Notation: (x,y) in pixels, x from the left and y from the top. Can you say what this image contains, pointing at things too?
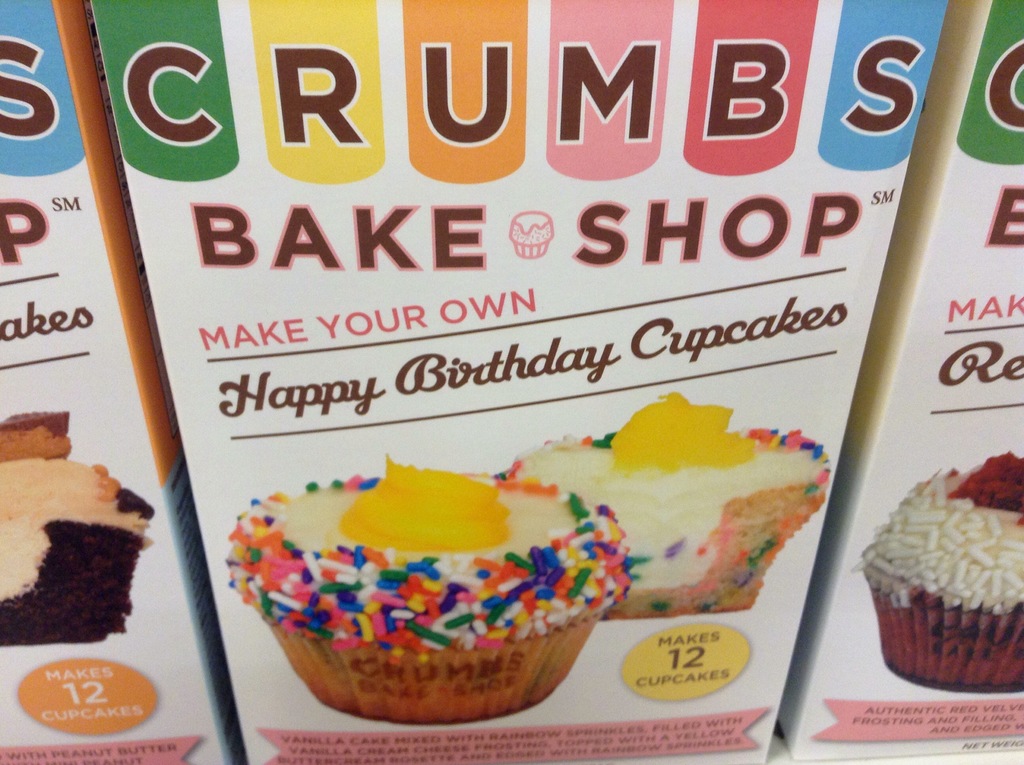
In the foreground of this image (190,465), there are cupcake boxes (823,458) and images (322,617) of cupcakes (407,633) on it.
